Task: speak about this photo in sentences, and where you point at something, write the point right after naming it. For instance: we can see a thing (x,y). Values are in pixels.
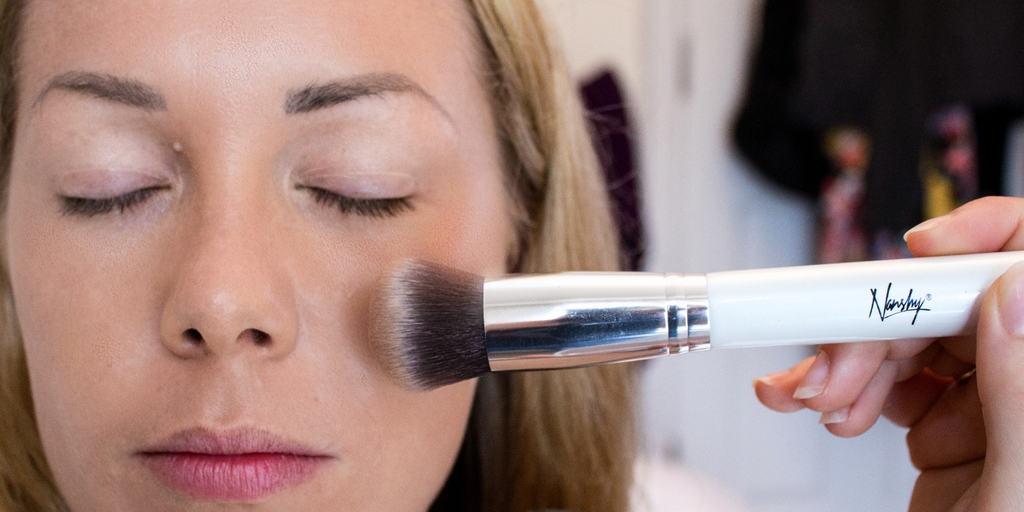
On the left side (340,404), there is a woman (328,401) having closed her eyes (364,172). On the right side (1010,365), there is a hand (1004,359) of a person (986,322) holding a brush (813,290) and placing it near to this woman (335,342). And the background (904,18) is blurred.
